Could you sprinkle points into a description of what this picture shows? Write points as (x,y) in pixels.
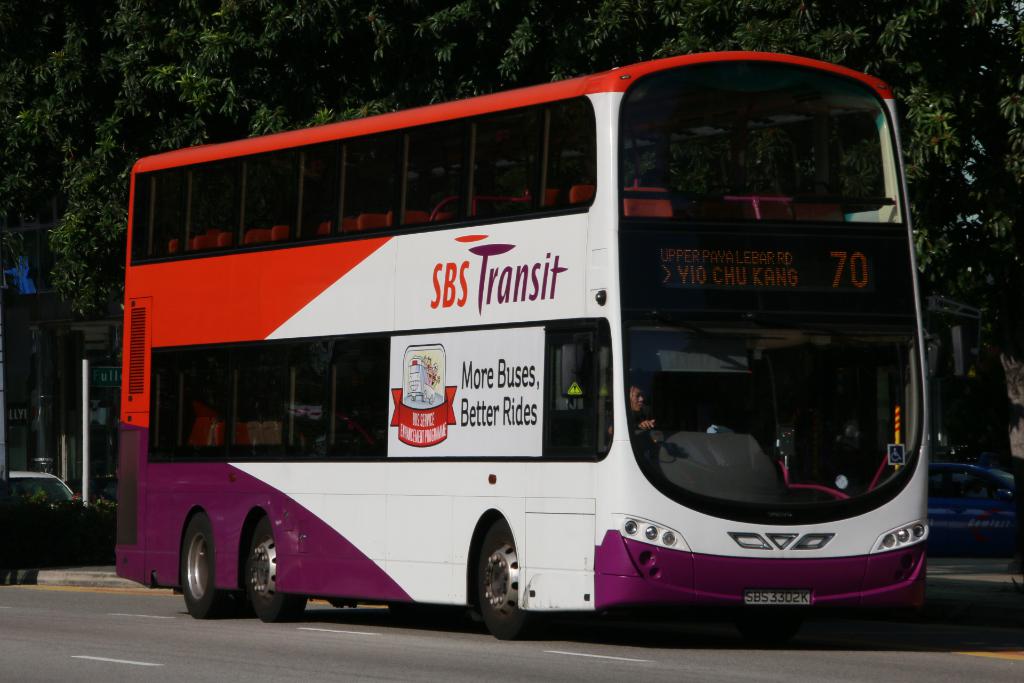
In the center of the image (535,305), we can see a bus (569,478) and a person (651,425) inside the bus (578,423). In the background (291,67), there are trees (966,197) and on the right (985,496), there is another vehicle (988,507).
